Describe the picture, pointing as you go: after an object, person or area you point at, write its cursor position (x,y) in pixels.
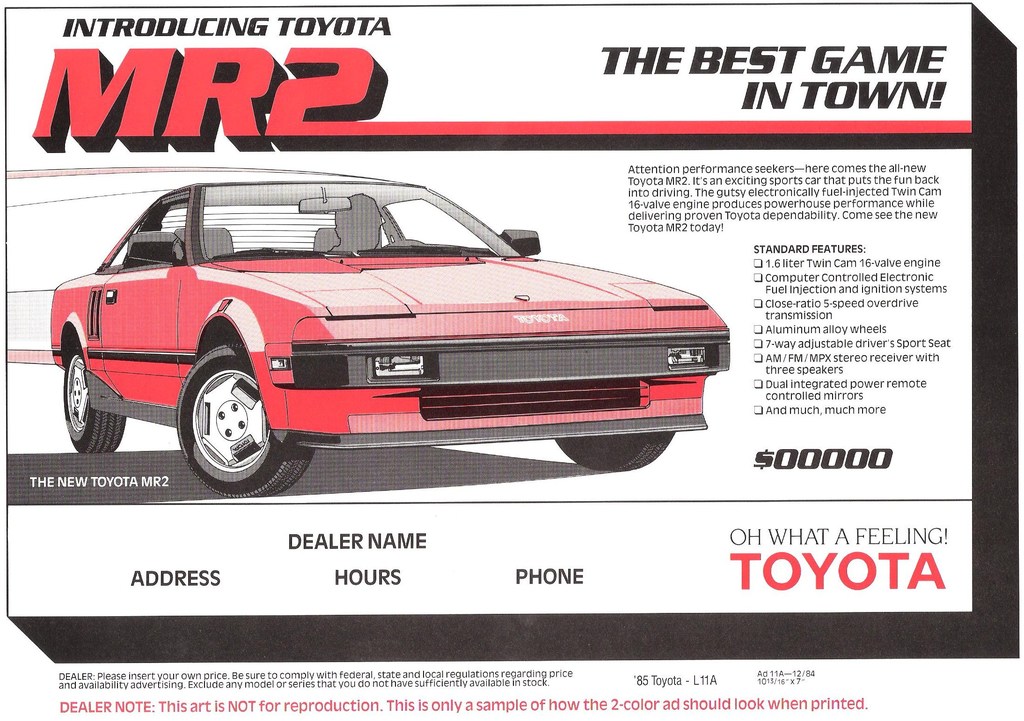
In this image I can see a depiction picture of a red colour car (283,400). I can also see something is written on the top side (659,84), on the right side (869,465) and on the bottom side of this image (63,482).
